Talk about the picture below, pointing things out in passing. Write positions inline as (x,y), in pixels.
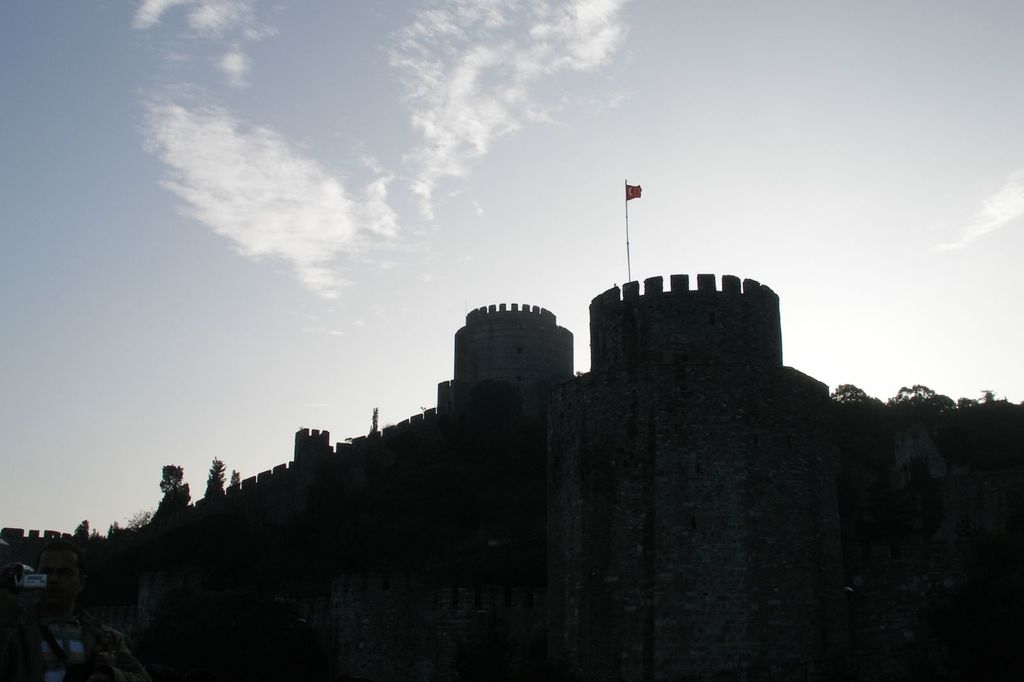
In the image there is a castle (607,500) in the front (661,418) with flag (642,194) above it, and above its sky (446,179) with clouds (608,52).
